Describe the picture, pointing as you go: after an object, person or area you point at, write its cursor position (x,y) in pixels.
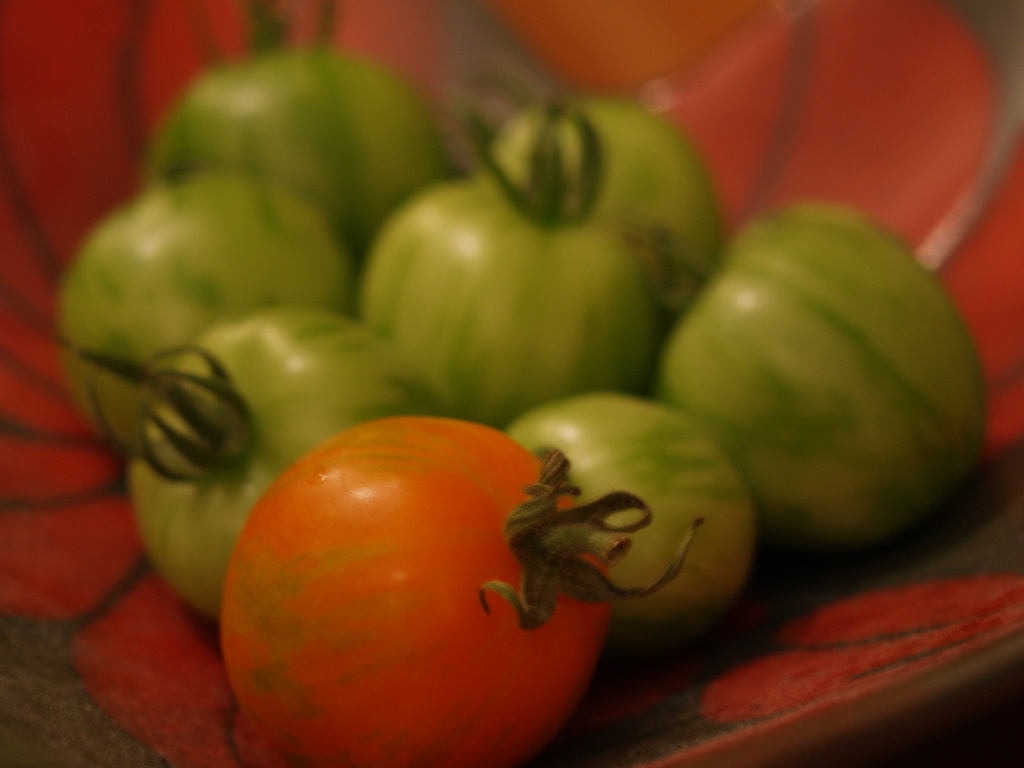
In this image we can see there are some vegetables (342,427) in the bowl (821,125).
